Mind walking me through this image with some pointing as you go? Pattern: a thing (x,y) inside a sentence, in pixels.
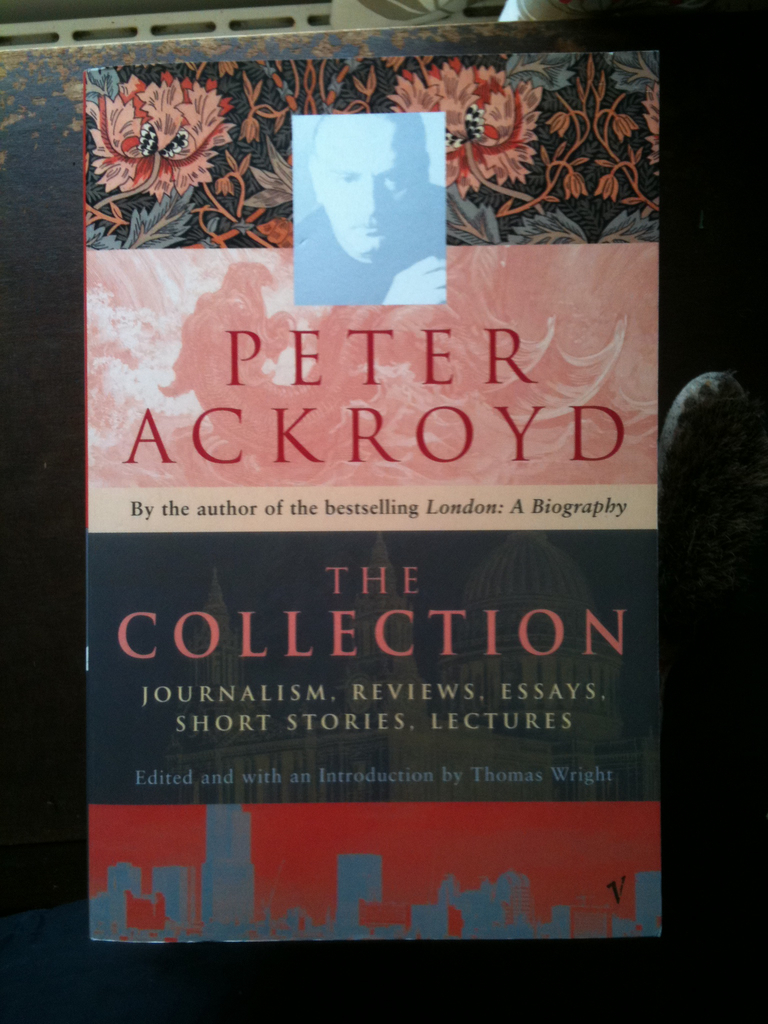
In this picture there is a book cover (567,482) on the table (699,864). At the top (583,181) we can see flowers (583,181) and other object (314,11). In this we can see a person's face (336,183).
